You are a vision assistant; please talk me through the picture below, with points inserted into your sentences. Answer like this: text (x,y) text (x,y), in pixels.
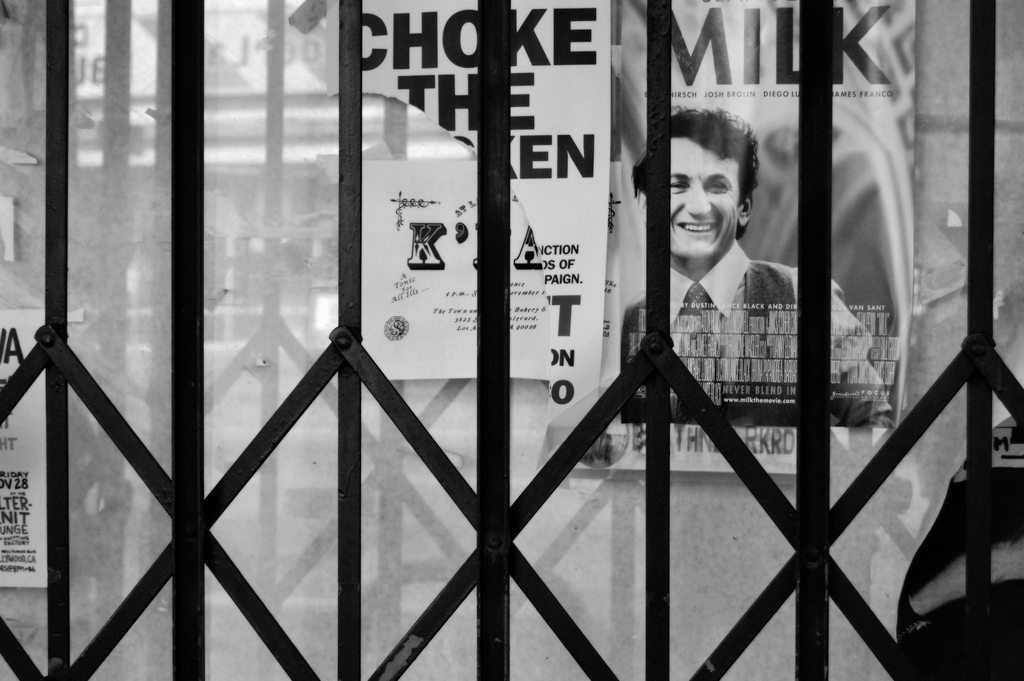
Here we can see a grill (498,627). In the background (605,140) we can see posters (420,279).
